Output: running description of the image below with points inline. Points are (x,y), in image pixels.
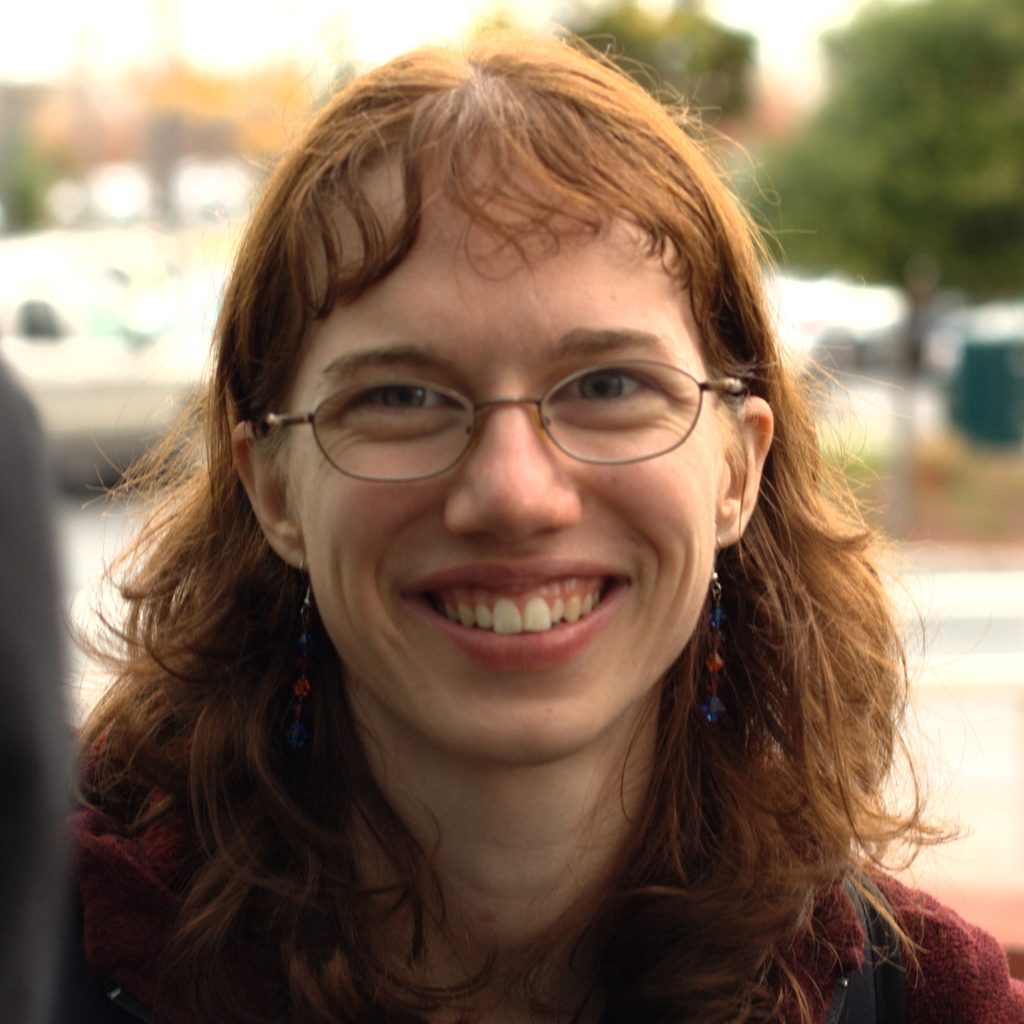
In this image I can see the person (609,885) wearing the maroon color dress (817,954) and also specs (606,448). To the back of the person (603,475) I can see many trees (50,129) and there is a blurred background (189,319).
